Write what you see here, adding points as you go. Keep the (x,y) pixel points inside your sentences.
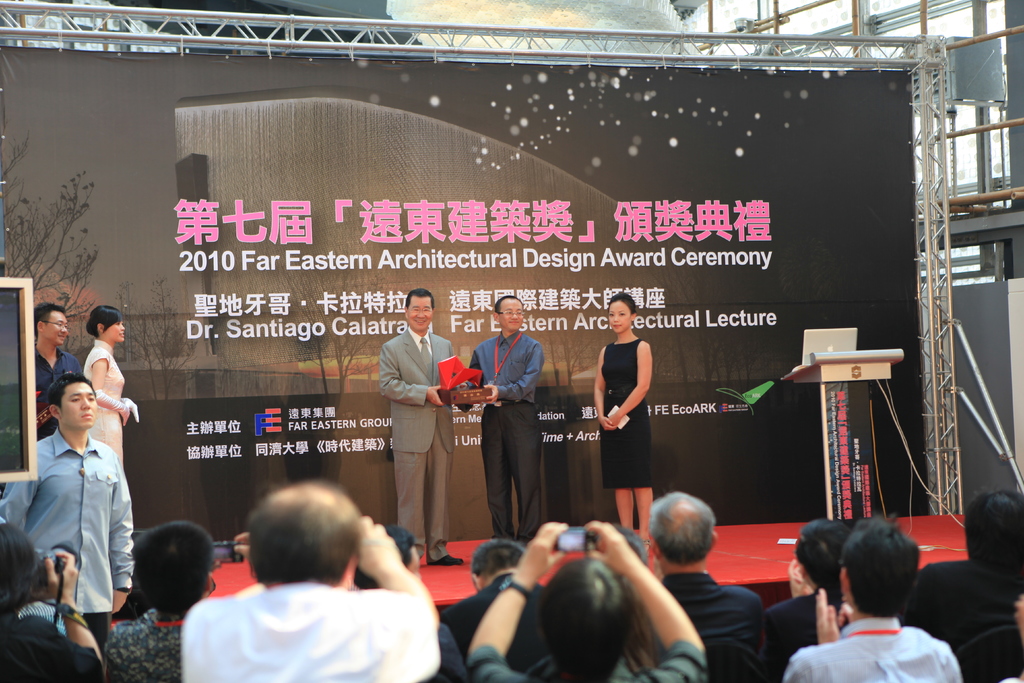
In this image there are group of people (858,607) sitting, there are persons (113,341) standing on the stage (759,554), there are persons (426,381) holding an object (471,376), there is a stage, there is a laptop (839,339) on the podium (857,430), there is a banner (796,351) at the back of the persons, there is text (337,254) on the banner (552,259), there is an object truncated towards the left of the image (19,395), there are objects (993,338) truncated towards the right of the image (996,374), there are metal rods (761,29) truncated towards the right of the image (1001,155), there is a glass wall (965,152) towards the right of the image (975,165).
